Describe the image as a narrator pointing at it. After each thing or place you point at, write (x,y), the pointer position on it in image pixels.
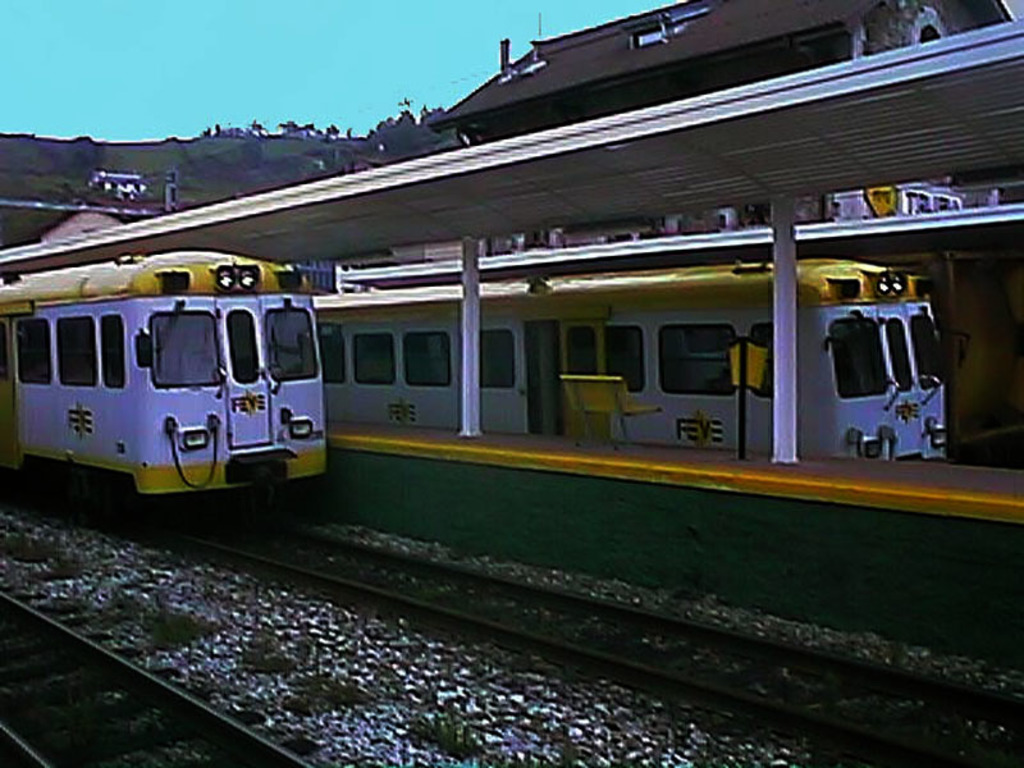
In this image in the center (680,424) there is one train (143,453) and at the bottom (728,675) there is a railway track (426,606), in the background (845,380) there is another train (677,340) and on the top (486,218) there is ceiling (473,221) and some pillars (784,378) in the center (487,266). In the background (209,176) there are some mountains (101,156) buildings (617,77) and trees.
